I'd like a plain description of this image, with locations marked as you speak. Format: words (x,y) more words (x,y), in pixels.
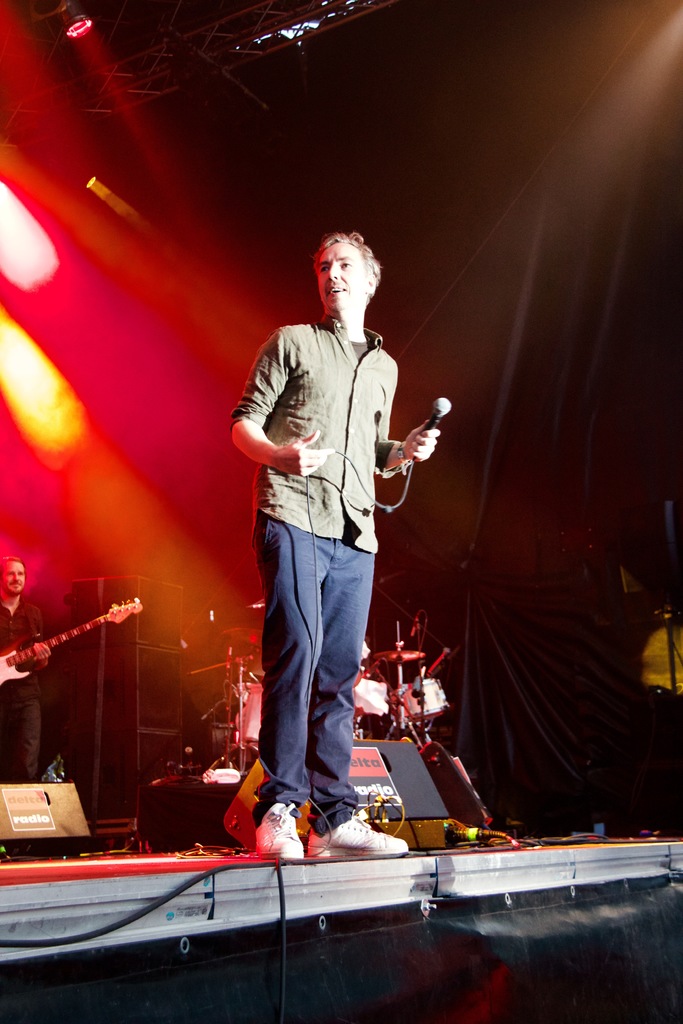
In this image I can see a person (346,438) holding the mic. At the back of him there is a person (35,718) holding the guitar (3,676).
